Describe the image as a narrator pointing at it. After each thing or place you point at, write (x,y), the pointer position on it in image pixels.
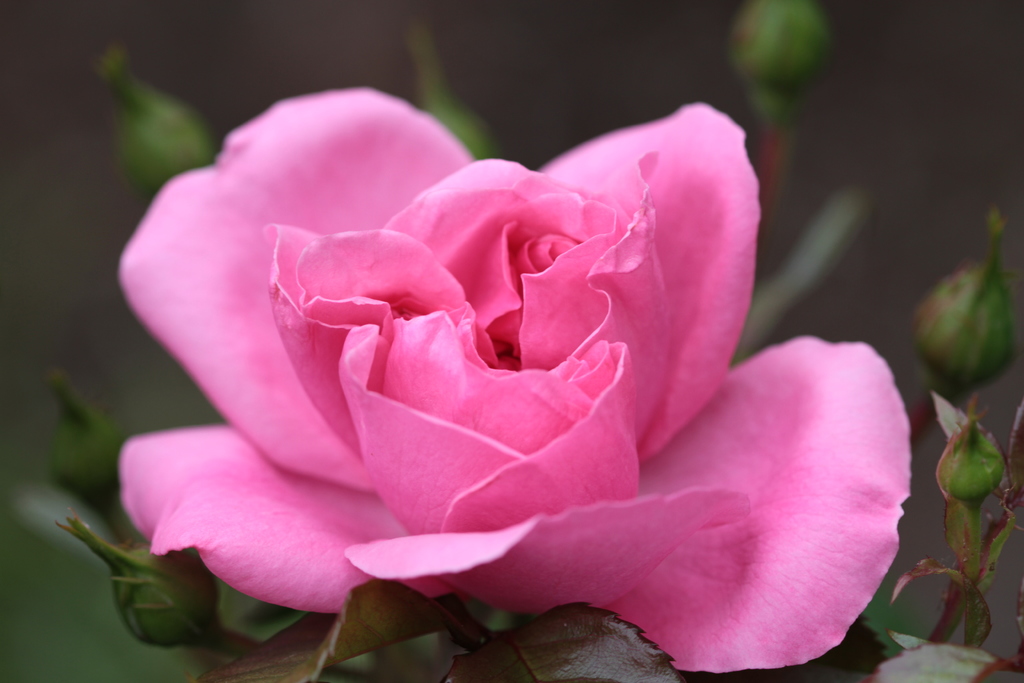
In this picture there is a pink color flower (448,366) and there are buds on the plant (472,620). At the back (413,57) the image is blurry.
